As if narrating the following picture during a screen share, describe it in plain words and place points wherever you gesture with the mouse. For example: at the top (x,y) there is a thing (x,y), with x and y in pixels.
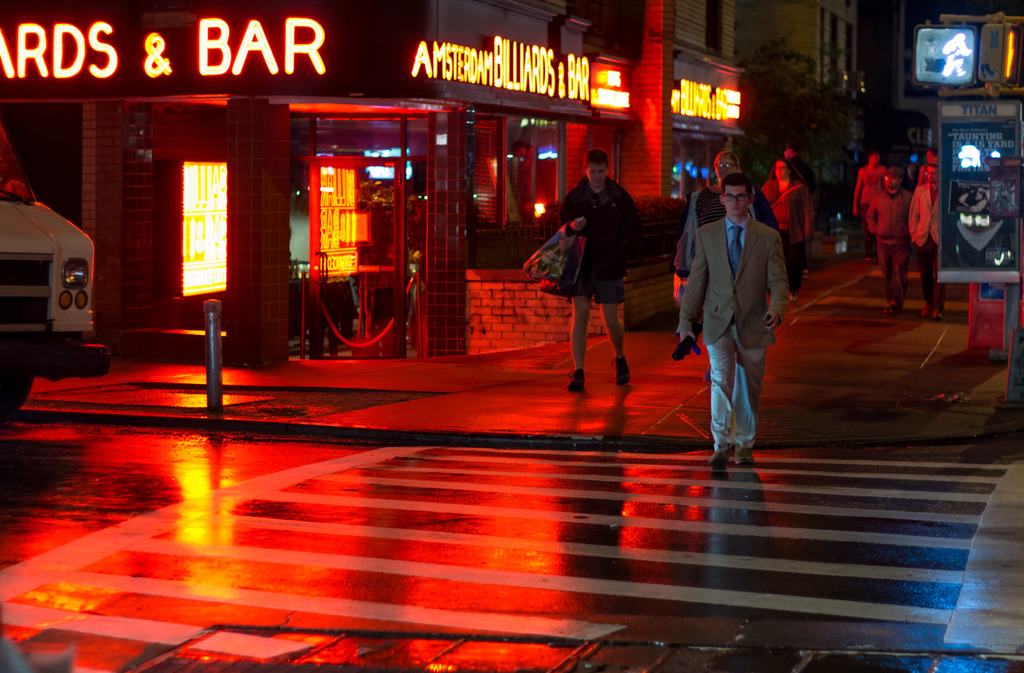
These are buildings (616,147) with windows (835,22). Here we can see few, people (874,227) and vehicles (76,312) is on the road (83,478). These is banner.
